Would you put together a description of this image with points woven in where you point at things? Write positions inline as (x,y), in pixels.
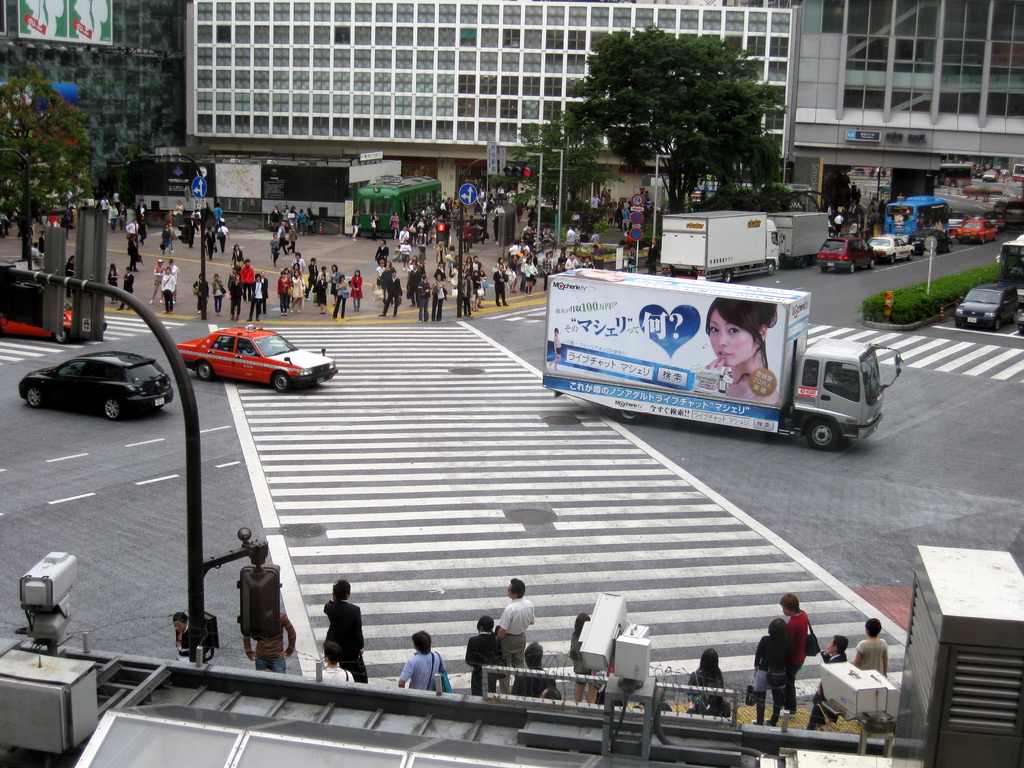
In this image there are vehicles (673,358) on the road (63,463). There are people (116,276) standing. There are signal boards (105,257), light poles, trees (676,119), buildings (541,75), bushes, cameras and bill boards (578,382).
